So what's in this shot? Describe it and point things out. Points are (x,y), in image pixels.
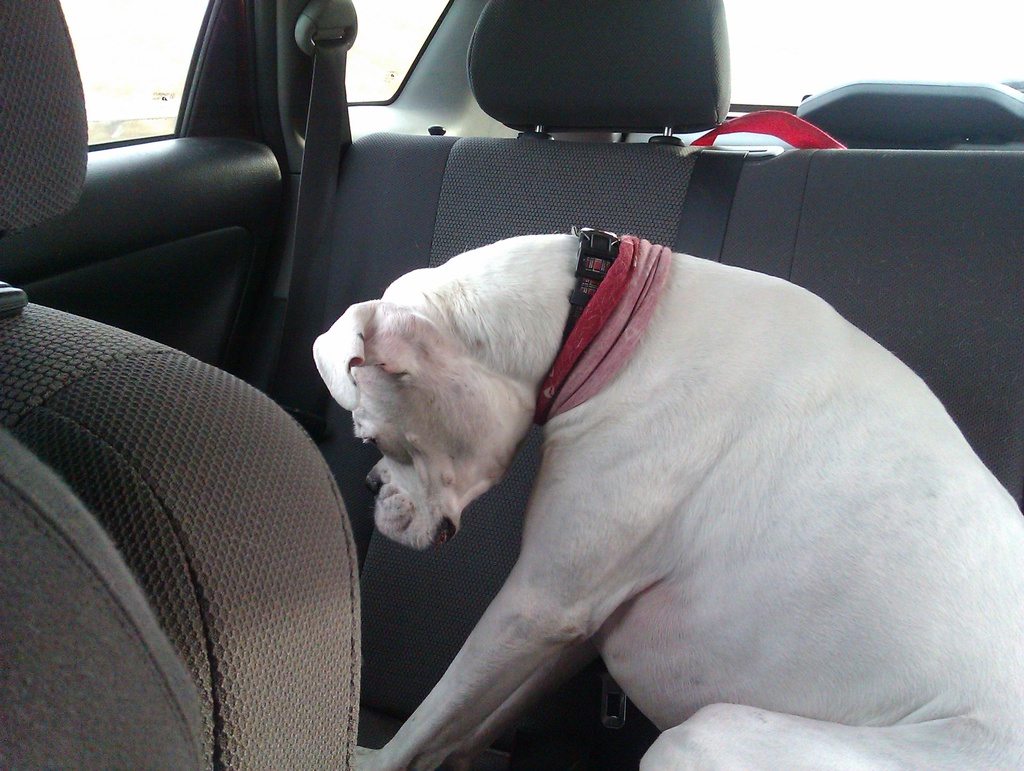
In this image we can see a dog (796,420) sitting inside the car (173,572).
